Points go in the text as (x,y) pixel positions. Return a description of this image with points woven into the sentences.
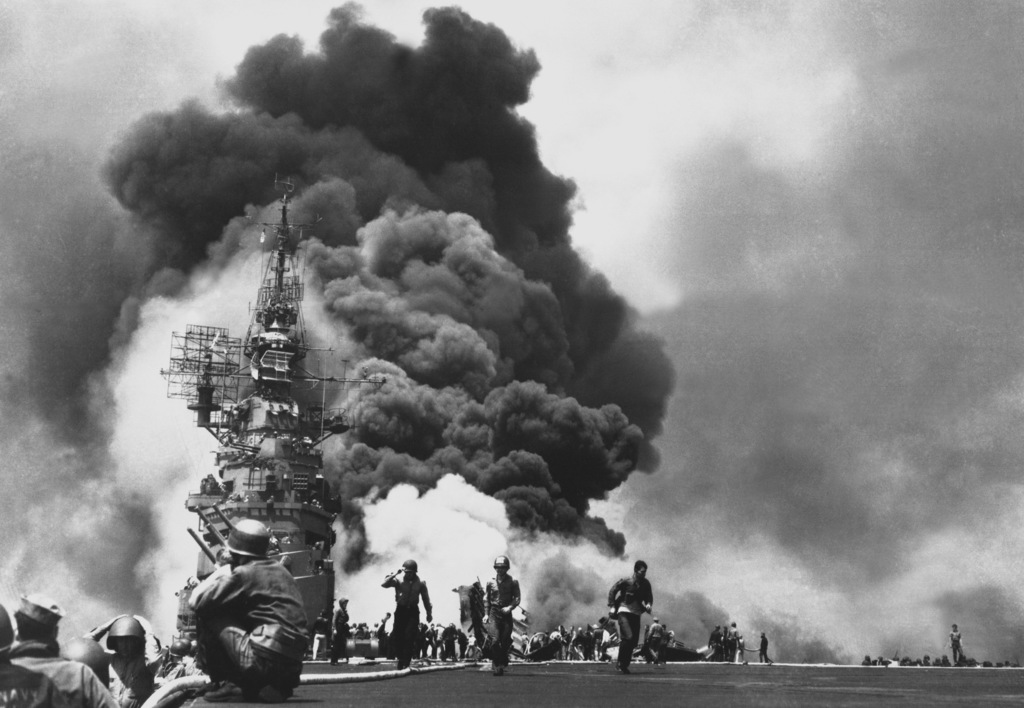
In this image I can see number of people (406,577) and I can see few of them are wearing helmets (98,657). In background (339,405) I can see smoke (422,388) and I can see this image is black and white in colour.
